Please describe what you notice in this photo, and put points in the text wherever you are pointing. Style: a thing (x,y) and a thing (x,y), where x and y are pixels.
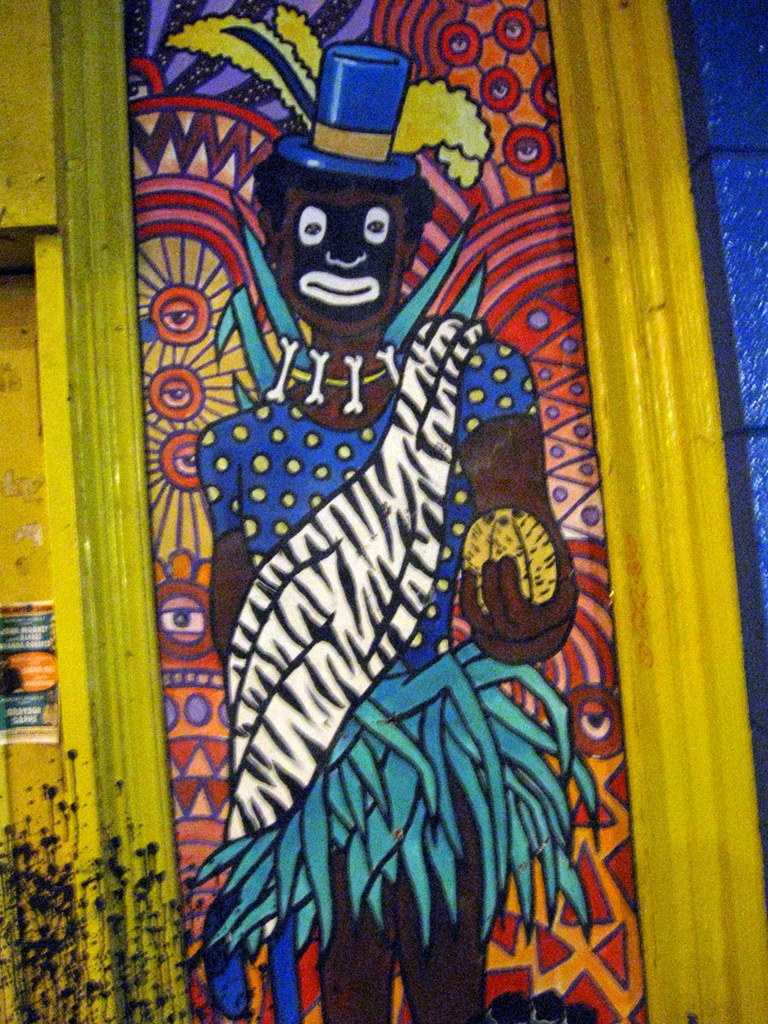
In the middle of the image (372,392) there is a painting (255,197) on the wall (268,219). There is a painting (344,485) of a person (388,408) with different designs (296,134) on it. And to the border (86,200) of the wall (645,260) there is yellow color. And to the right top corner of the image (714,138) there is a blue color to the wall (750,106).
